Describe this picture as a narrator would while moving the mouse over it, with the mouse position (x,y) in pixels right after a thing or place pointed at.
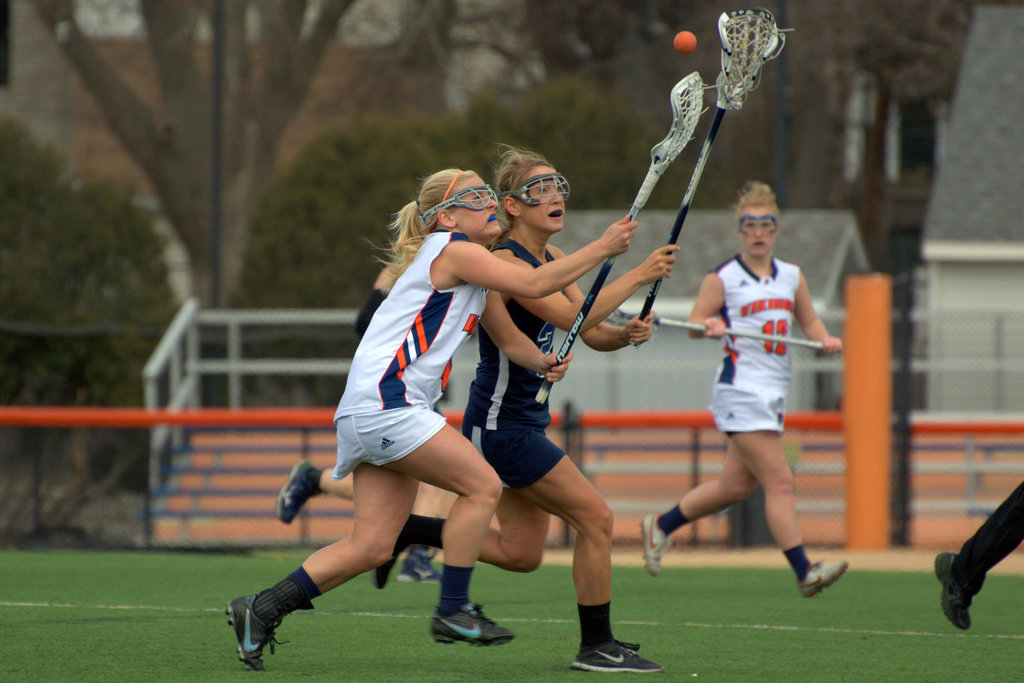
This is a playing ground (56,617). Here I can see some people (548,312) wearing t-shirts (406,349), shorts (385,437) holding sticks (635,207) in the hands (553,362) and running towards the right side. In the background (212,427), I can see the stairs (220,457) and trees (51,254). On the right side (969,251) there are few houses (857,242).
